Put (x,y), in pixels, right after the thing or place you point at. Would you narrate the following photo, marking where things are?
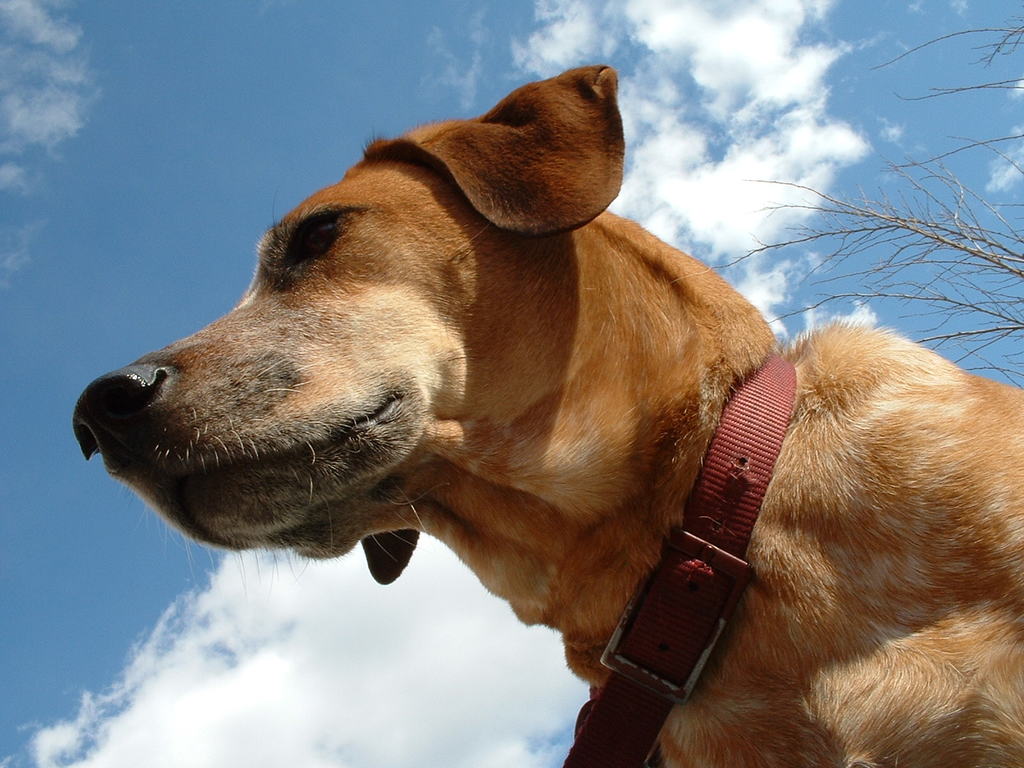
In this image I can see the dog (546,299) and the is in brown and white color. In the background (808,285) I can see few dried trees (911,229) and the sky (625,69) is in blue and white color.
